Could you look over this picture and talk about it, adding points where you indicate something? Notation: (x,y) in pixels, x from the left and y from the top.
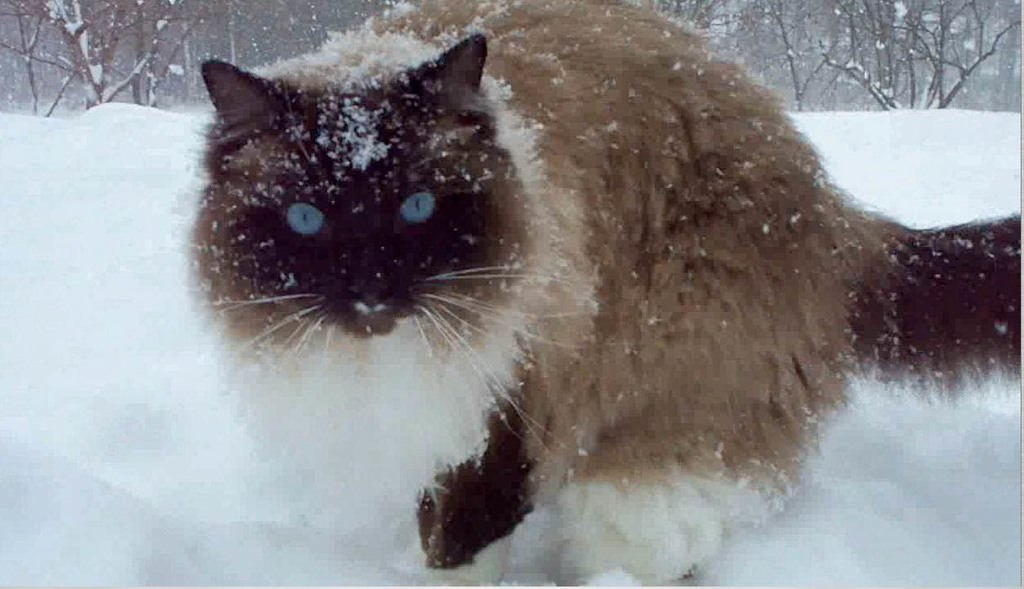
In the foreground of the picture (536,226) there is a cat (572,281) and there is snow (128,157). In the background (122,36) there are trees (936,59).
